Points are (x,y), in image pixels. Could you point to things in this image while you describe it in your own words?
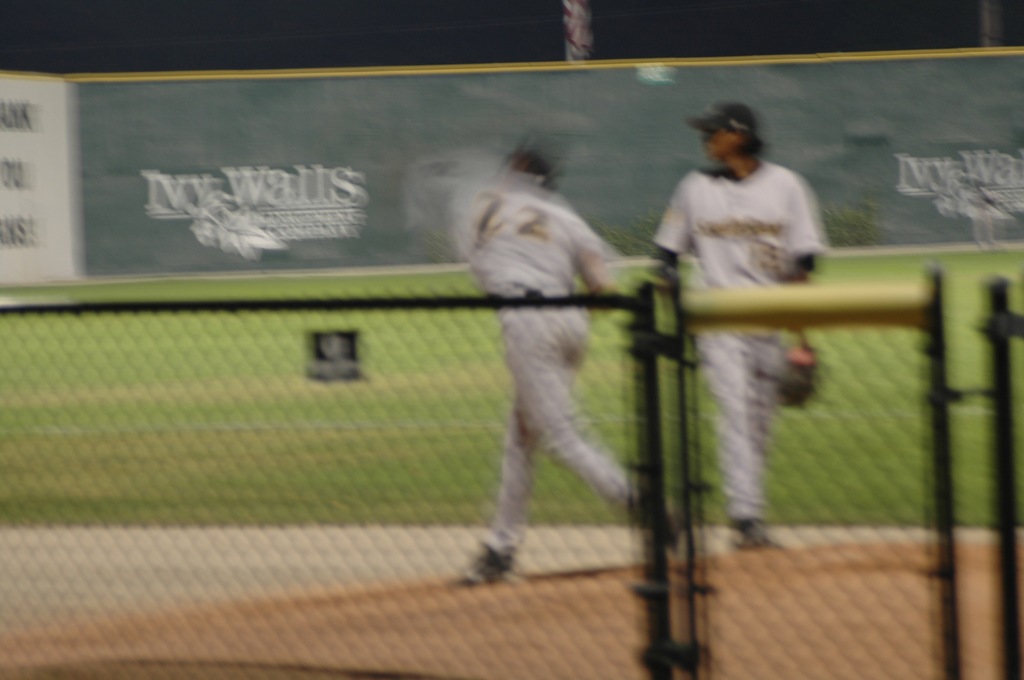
In this image we can see two persons (549,378). In the foreground (628,341) we can see a fencing (724,320). Behind the persons (504,266) we can see an advertising board (506,145) and grass (359,320). On the boards (434,253) we can see some text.
